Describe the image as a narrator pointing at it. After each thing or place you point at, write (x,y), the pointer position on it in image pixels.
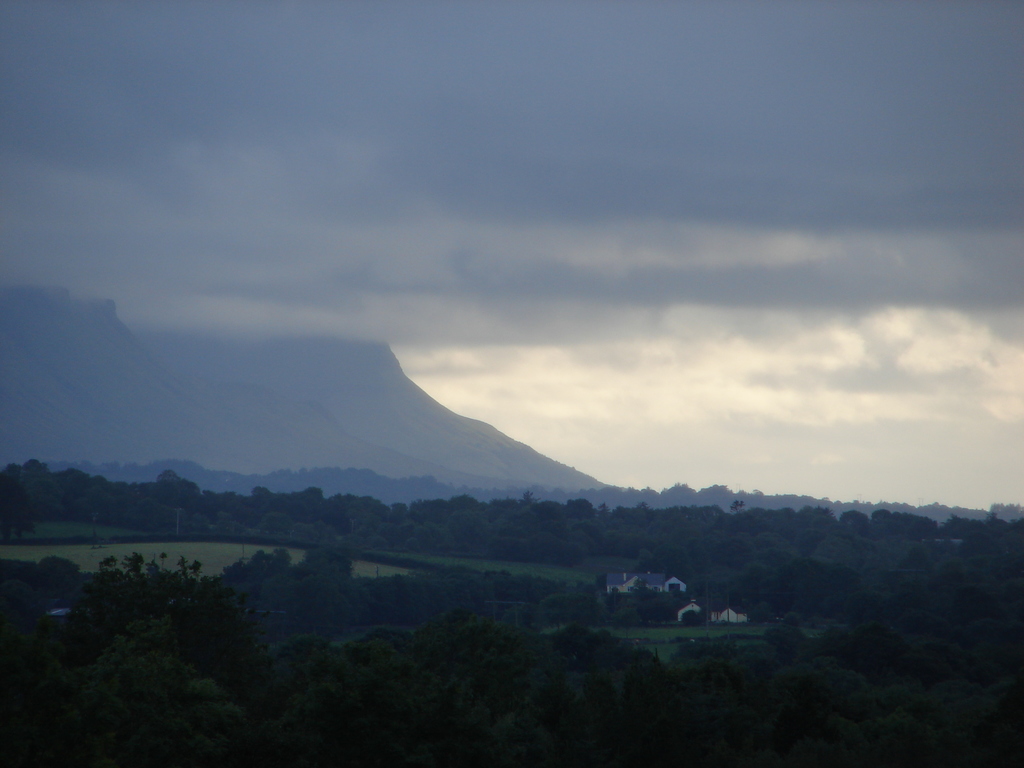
In this image we can see trees (749,578), mountains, houses (725,614), also we can see the sky (693,216).
